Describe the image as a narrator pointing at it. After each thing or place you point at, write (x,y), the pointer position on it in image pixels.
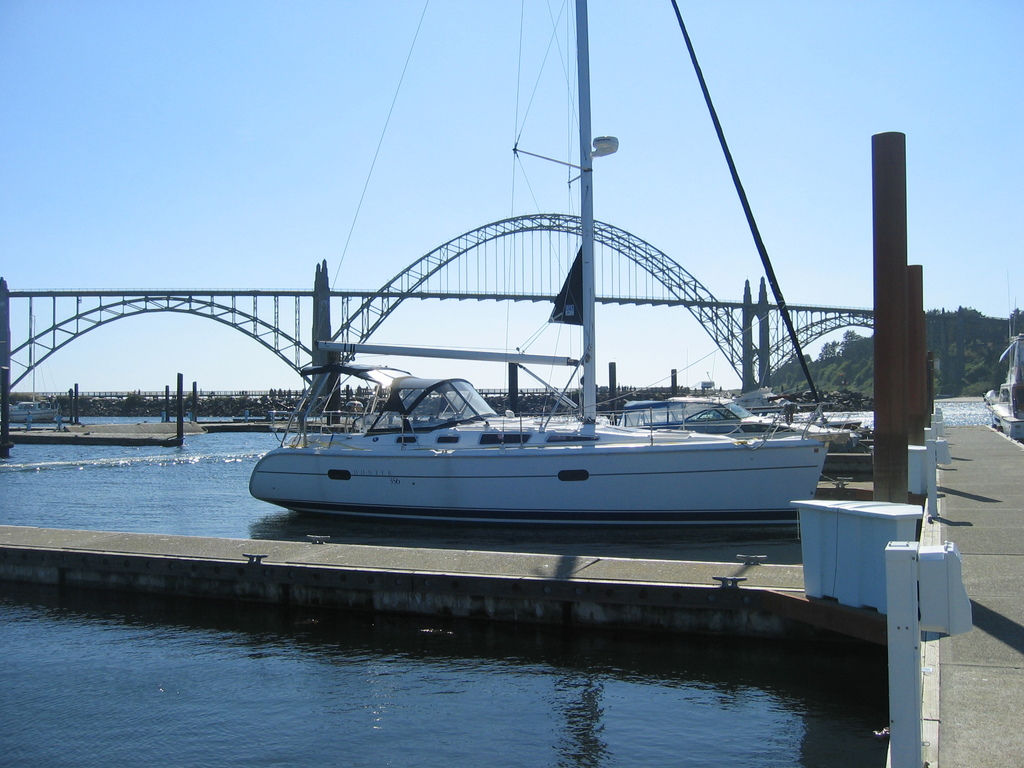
At the bottom of the picture (397,707), we see water (297,714) and this water (383,656) might be in the lake (324,660). In the middle (490,410), we see the ships (688,482). On the right side (929,376), we see the poles (881,500) and the pavement (948,513). In the middle (640,303), we see an arch bridge (378,295), wires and poles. There are trees (834,365) and the fence (224,395) in the background (257,396). On the right side (834,365), we see the trees (822,358) and a hill (853,357). At the top (661,196), we see the sky (560,128).
